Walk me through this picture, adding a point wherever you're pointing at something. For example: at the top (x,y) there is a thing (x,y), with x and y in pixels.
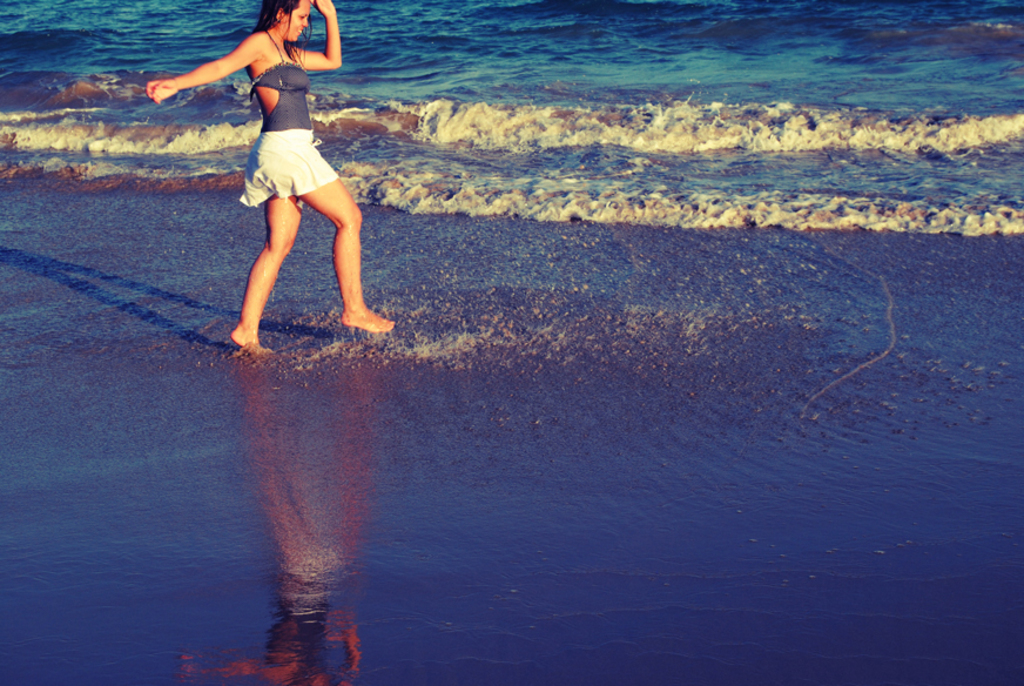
In this image I can see a person (319,196) walking in water (146,235), the person (281,157) is wearing gray shirt (298,115), white skirt (309,179), background (526,97) I can see water (771,168).
